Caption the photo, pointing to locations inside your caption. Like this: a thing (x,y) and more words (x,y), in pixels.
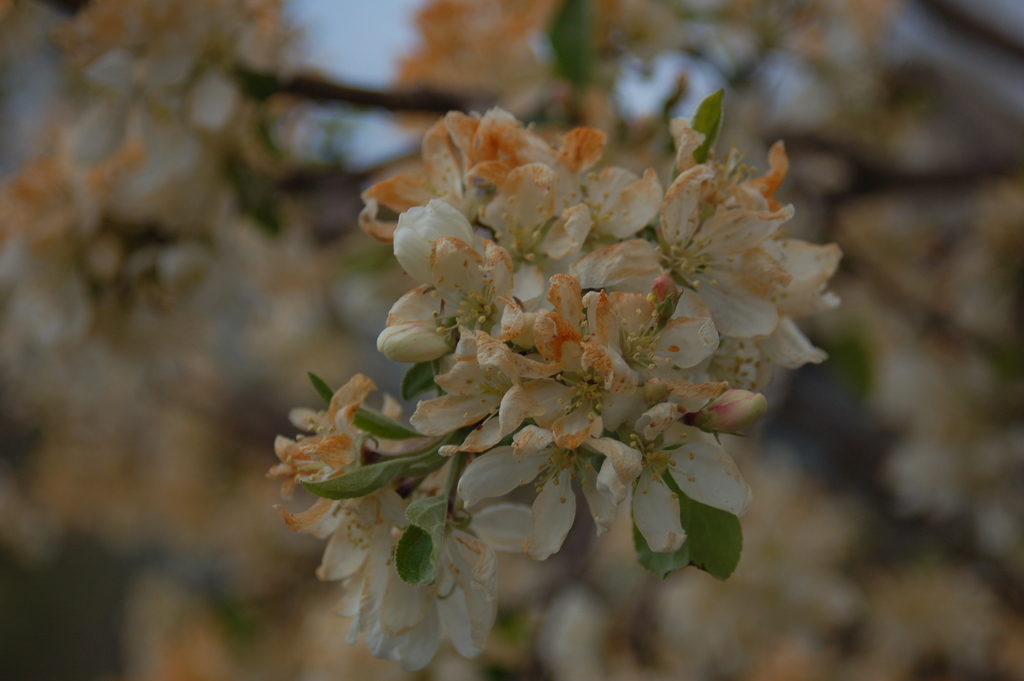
In this image we can see flowers (567,401) and leaves (427,522). In the background of the image (38,166) there is a blur background (382,139) and the sky (392,130).
